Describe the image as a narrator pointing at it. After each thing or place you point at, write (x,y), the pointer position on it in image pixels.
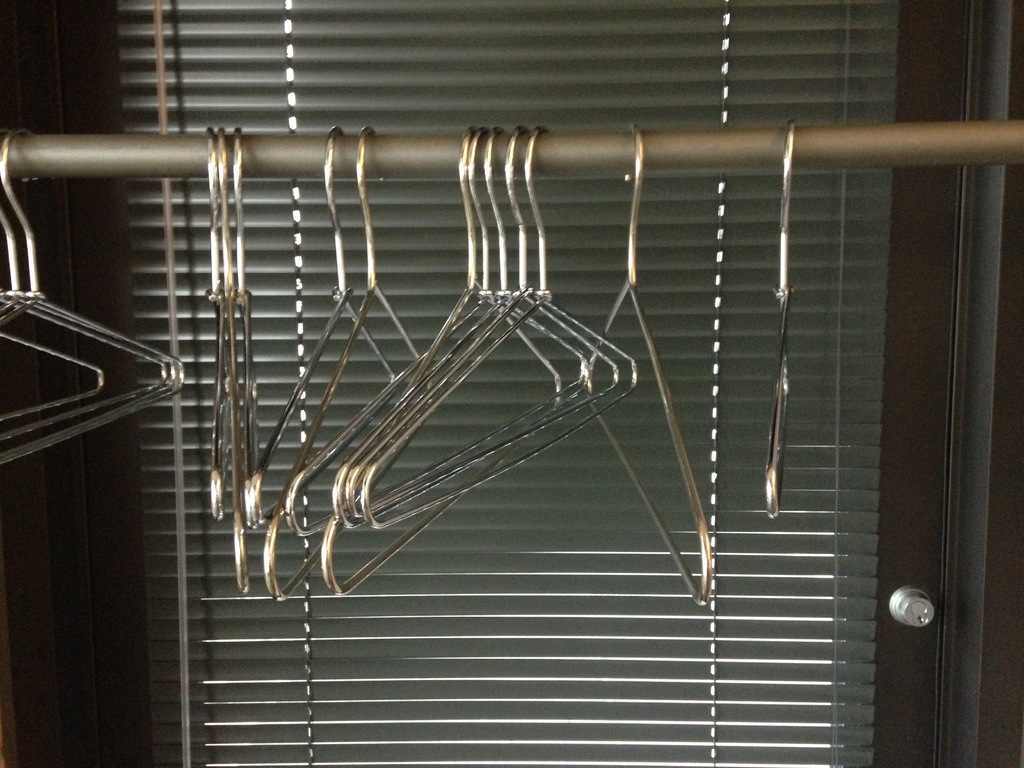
In this image we can see few hangers (485,328) on a rod (837,155). Behind the hangers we can see the door (65,83).
